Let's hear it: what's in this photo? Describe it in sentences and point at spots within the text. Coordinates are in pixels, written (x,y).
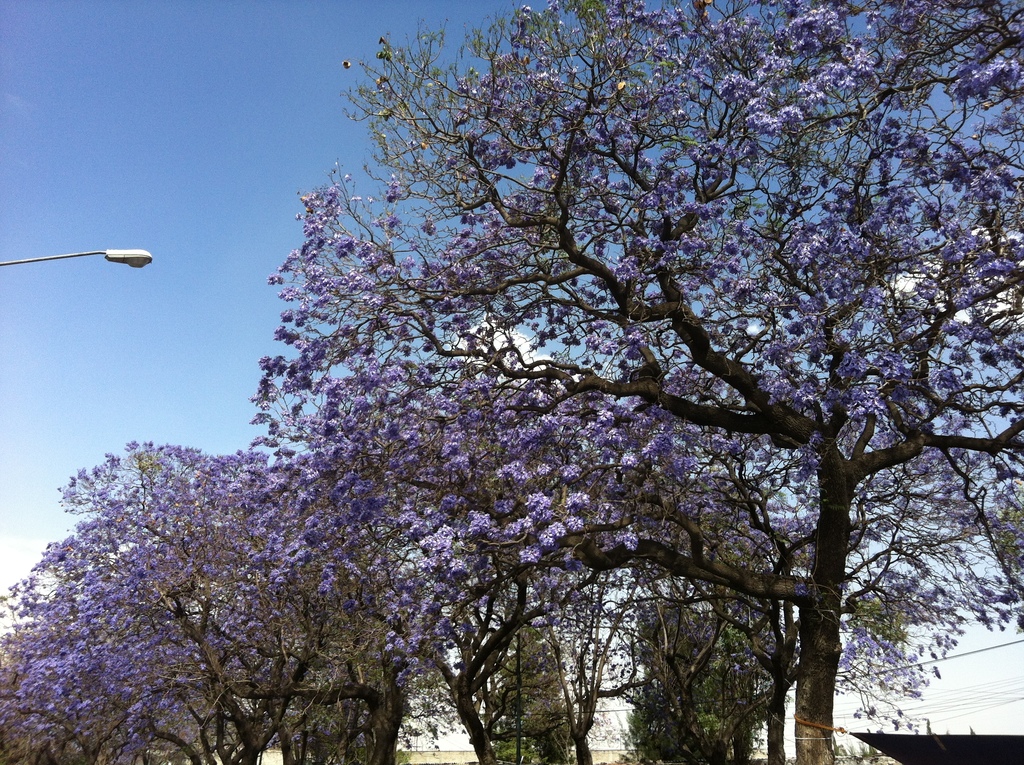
In this image there are some trees (437,485) with some flowers (506,470) as we can see in the middle of this image (644,486). There is a blue sky (213,183) on the top of this image (195,189). There is a pole light (127,256) on the left side of this image (29,262).
